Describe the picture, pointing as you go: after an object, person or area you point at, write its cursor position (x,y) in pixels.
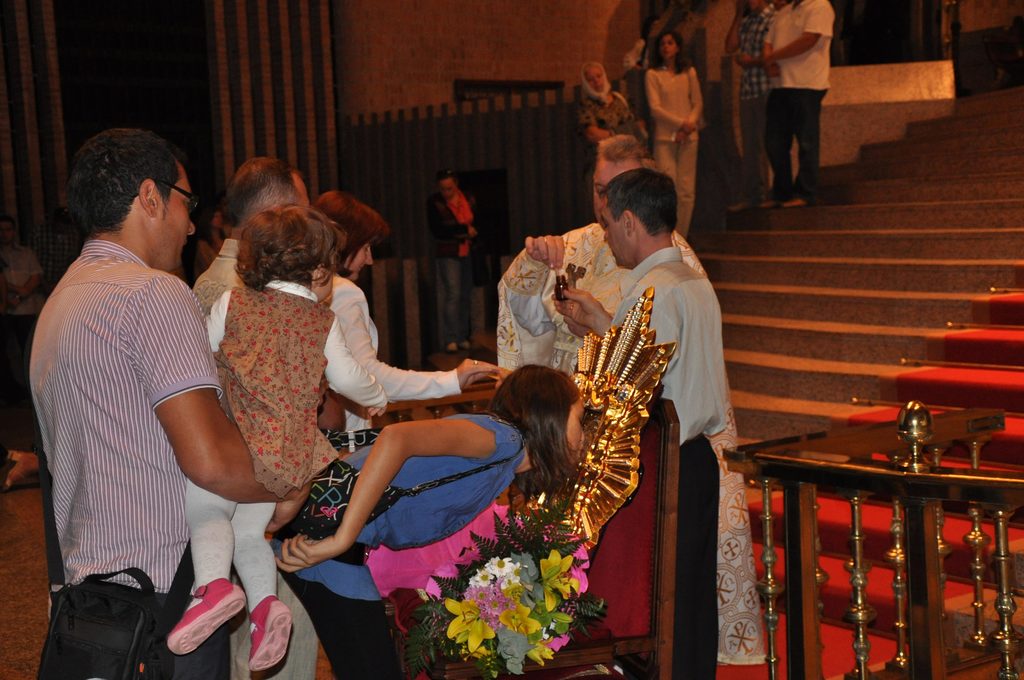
In the foreground of the picture (645,240) I can see a few persons (673,318). I can see a chair (615,571) on the floor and looks like there is a god's statue (619,496) on the chair (607,619). There is a man (149,379) on the left side (201,372) is carrying a baby (226,397). I can see a man (666,301) on the right side (705,627) is holding a glass bottle (561,282) in his hand (568,313). I can see the wooden fence (872,495) on the right side (928,504). In the background (819,516), I can see a few persons (669,154) standing on the staircase (962,321) and there is a red carpet (999,367) on the staircase (985,284) on the right side (982,359).
